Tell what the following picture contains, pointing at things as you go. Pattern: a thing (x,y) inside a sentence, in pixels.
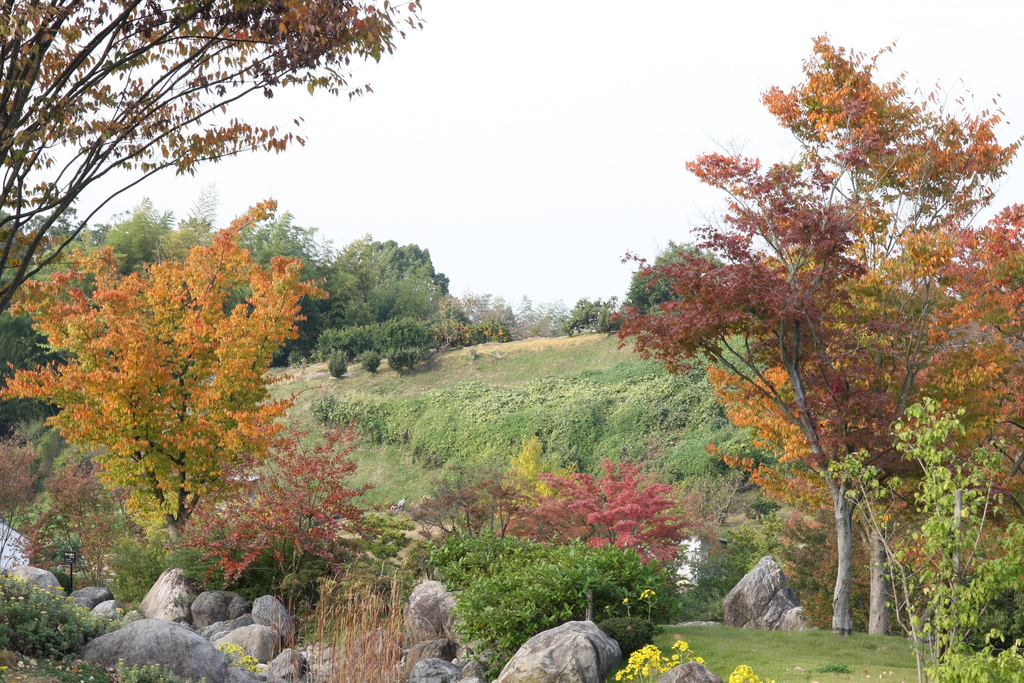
In this picture we can see a few rocks (190,652), plants (745,674) and some grass (758,647) on the ground (65,660). There are some trees (941,347) on the left (269,358) and right side of the image (868,532).
